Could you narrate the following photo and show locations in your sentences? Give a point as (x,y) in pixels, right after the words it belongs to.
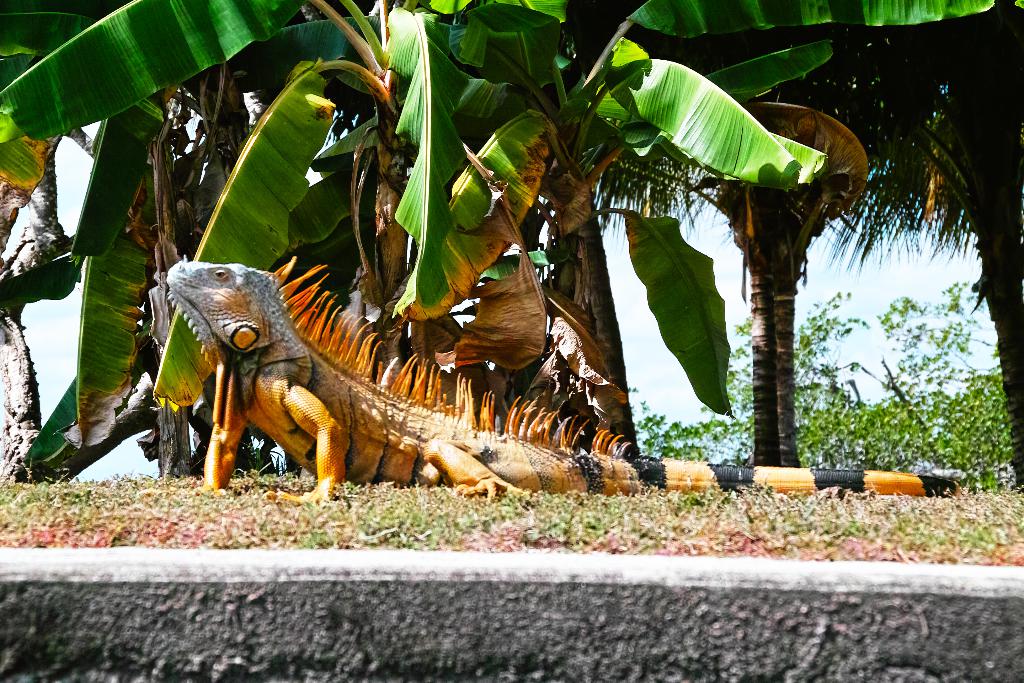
In this picture I can see a lizard (361,369) in front (404,461) and I see that it is on the grass (464,529). In the background (122,341) I can see number of trees (656,164) and I can see the sky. On the bottom side of this picture (359,638), I can see the stone thing (555,614).
